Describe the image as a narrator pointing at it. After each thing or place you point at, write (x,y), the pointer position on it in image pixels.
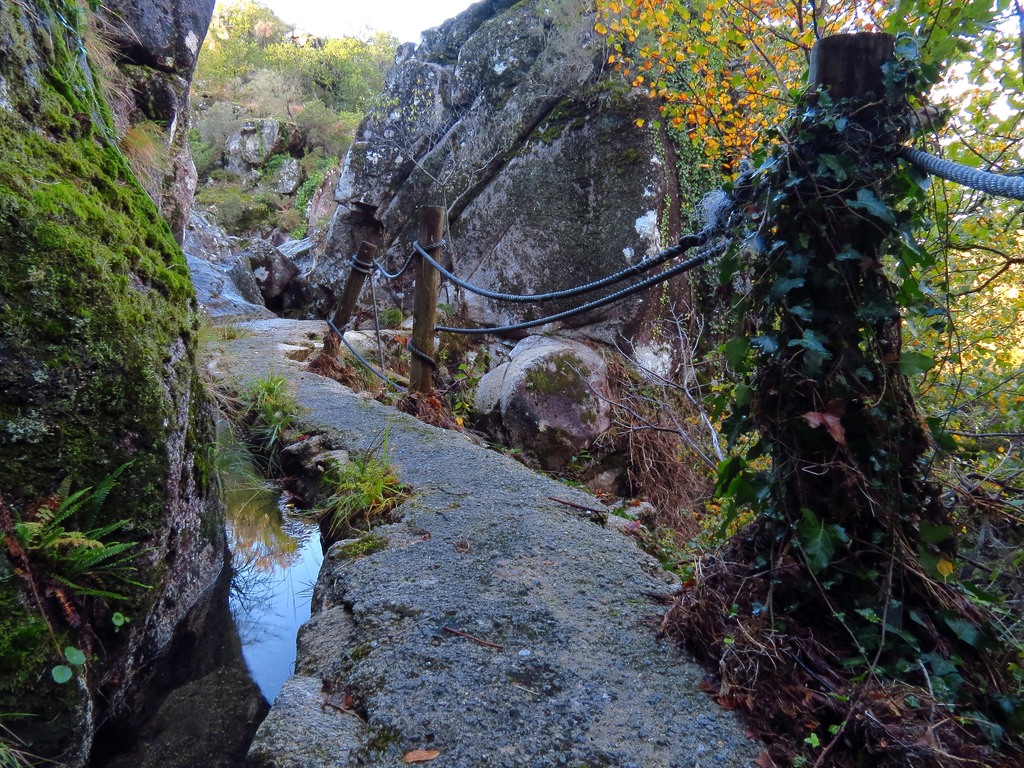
In this image I can see the road (451,603), the water (257,610), few wooden poles (422,229) and few ropes (399,389) tied to the wooden poles (371,248). I can see huge rocks (597,214) on both sides of the road (495,638), few trees (961,45), few leaves (707,136) which are orange in color and the sky (348,24) in the background (347,6).
